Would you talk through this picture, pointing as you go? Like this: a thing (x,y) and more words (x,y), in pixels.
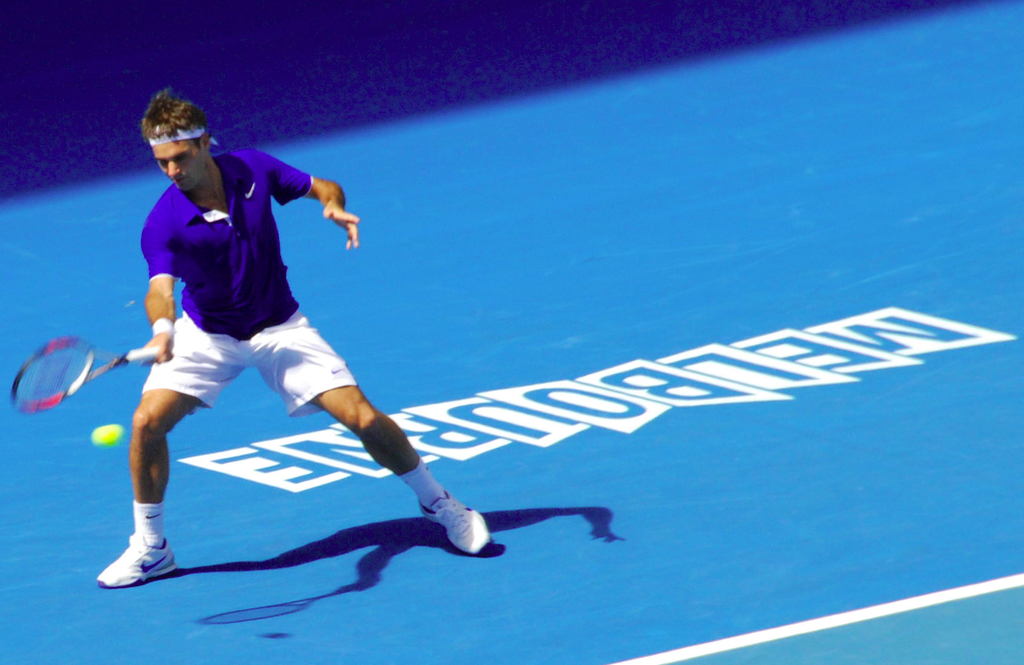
In the image we can see a man (215,289) standing, wearing clothes (216,312), socks (419,481) and shoes (439,522) and man (188,340) is holding a tennis bat (55,357) in his hand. This is a tennis ball (105,427), blue surface (679,183) text (785,352) and white lines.
